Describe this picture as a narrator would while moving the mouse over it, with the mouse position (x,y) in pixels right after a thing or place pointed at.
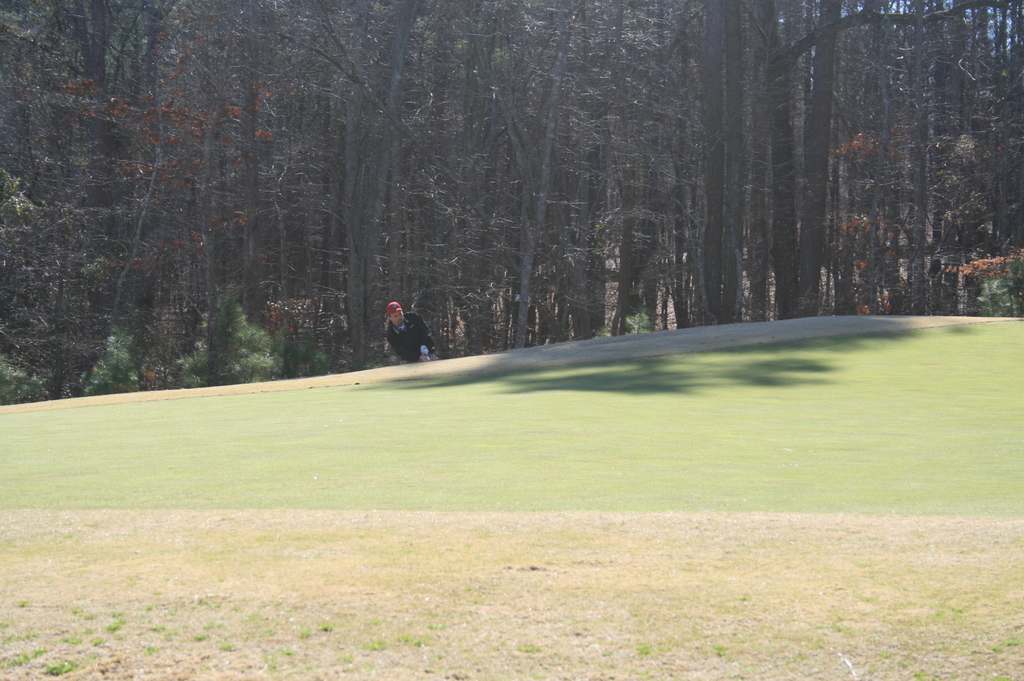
In the middle of the image (404,313) we can see person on the grass (429,450). In the background (135,137) we can see trees (391,209).
